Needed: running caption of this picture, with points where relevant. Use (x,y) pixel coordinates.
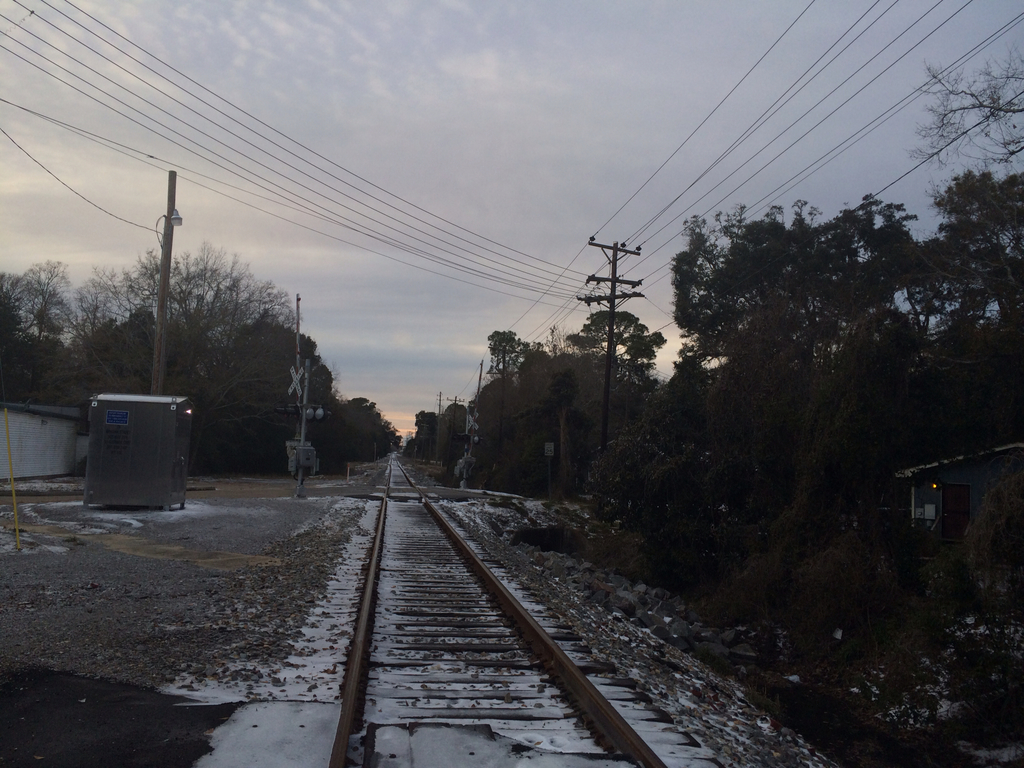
In this image there is railway track (378,726), plants (928,621), poles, snow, trees (470,475), and in the background (353,396) there is sky (566,60).
